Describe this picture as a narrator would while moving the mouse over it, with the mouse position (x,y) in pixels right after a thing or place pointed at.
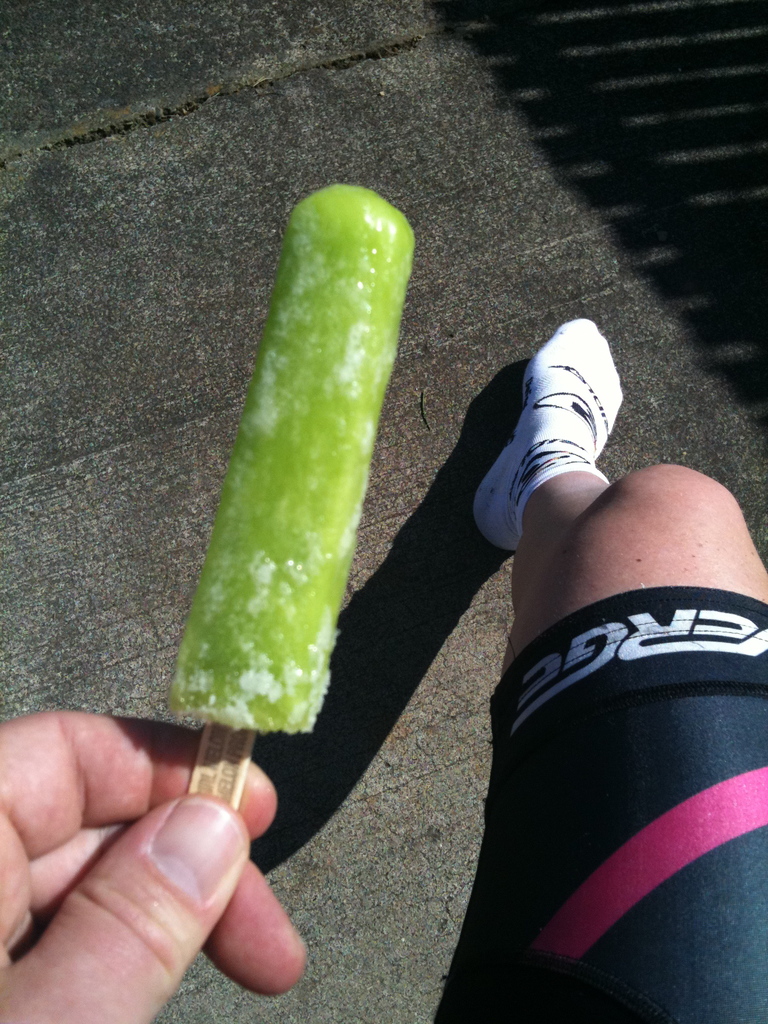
This image consists of a man (585,802) holding an ice-cream (246,701). At the bottom (303,822), there is a road (496,163). He is wearing a white socks (512,448).
